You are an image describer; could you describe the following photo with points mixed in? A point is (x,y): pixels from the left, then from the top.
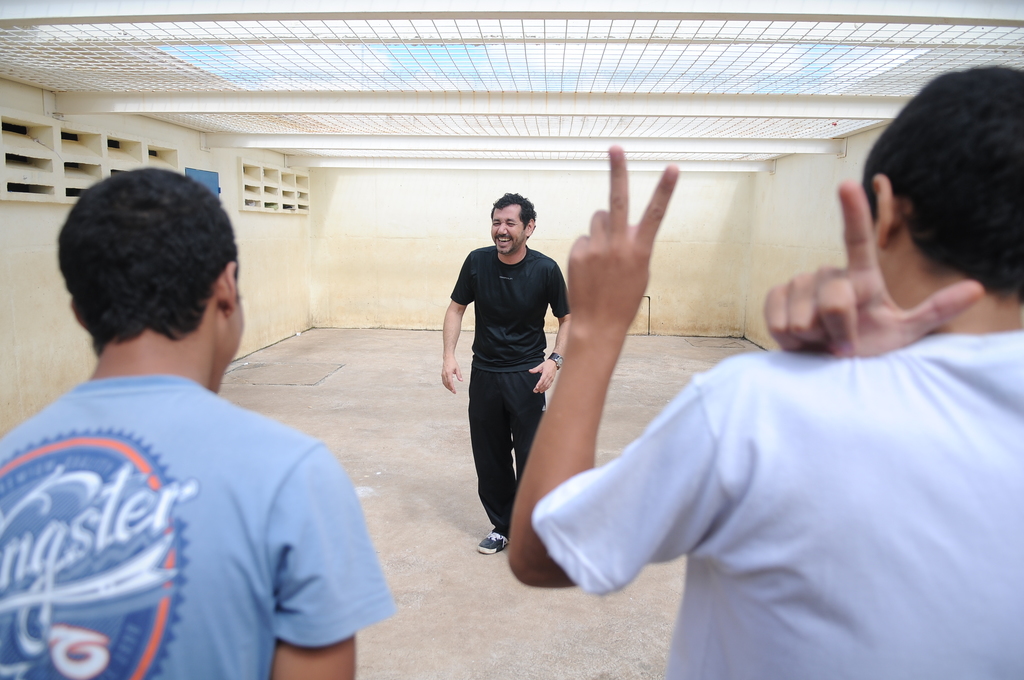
This picture shows the inner view of a building (344,60), ceiling grid (164,58) at the top of the image (774,39), three men (863,489) standing on the floor (650,573) and one object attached to the wall (174,148) on the left side of the image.
